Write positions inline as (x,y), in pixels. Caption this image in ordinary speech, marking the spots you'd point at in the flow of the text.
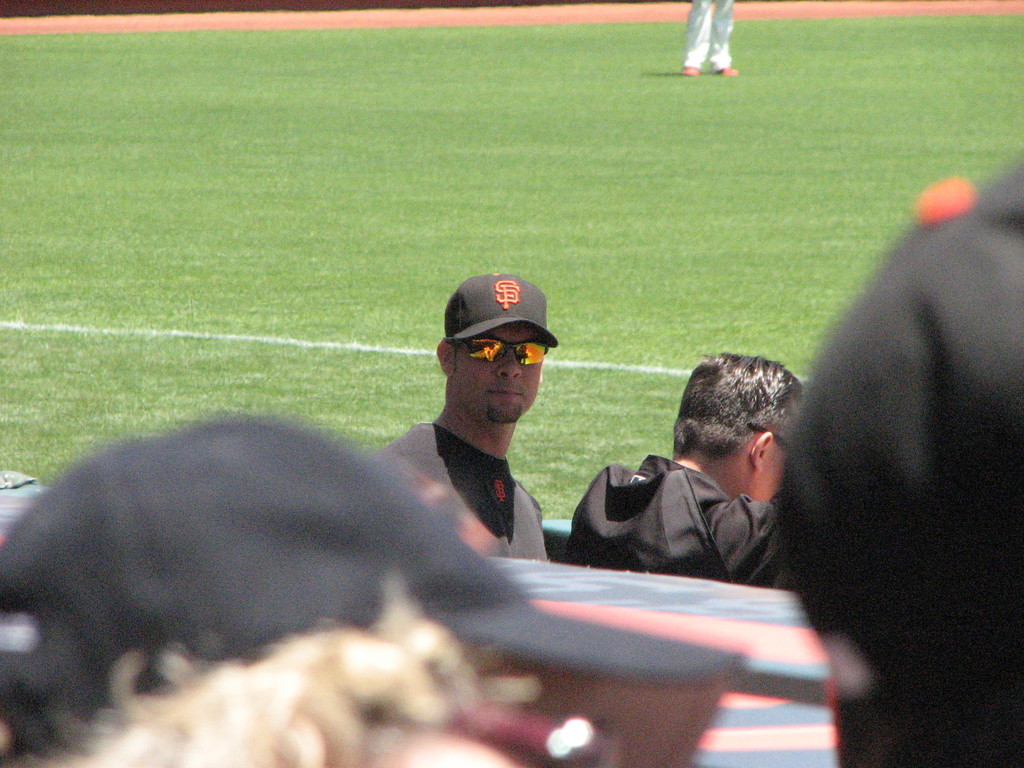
In the middle (531,503) a man (534,530) is looking at his side, he wore t-shirt (502,509), spectacles (517,347), cap (519,329). This is the ground (419,219).
